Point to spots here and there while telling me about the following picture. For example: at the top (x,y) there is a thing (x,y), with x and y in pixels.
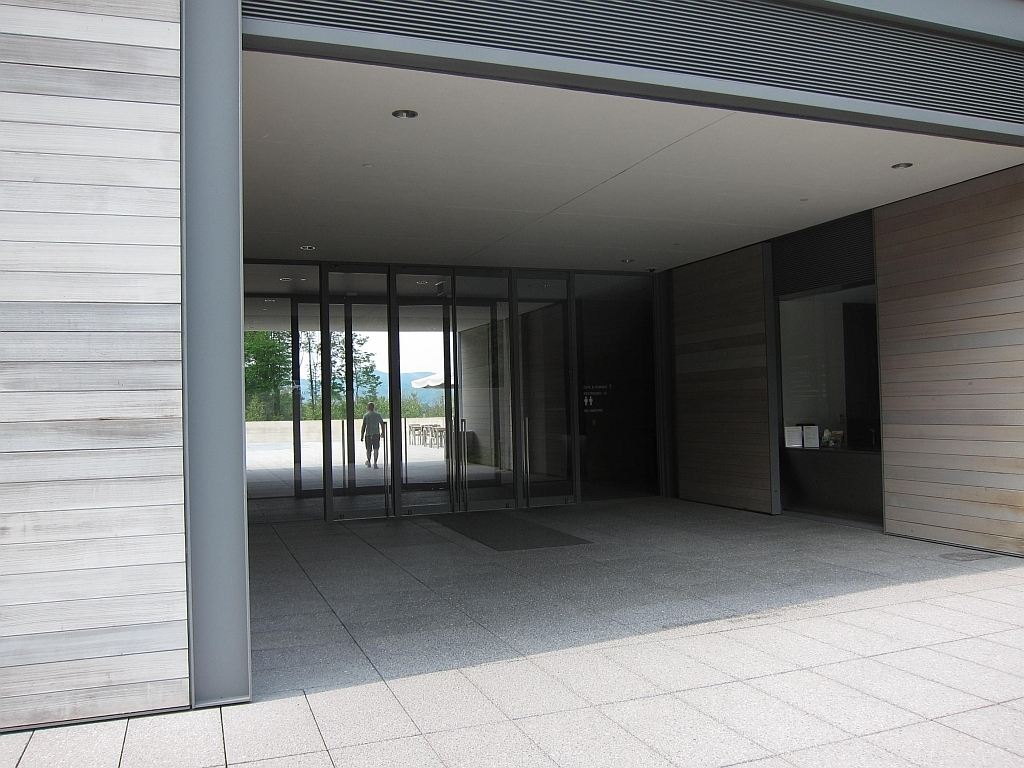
In this image there is a glass door (431,401) in middle of this image (464,423) and there is one person (379,423) standing at outside to this door (398,440) and there are some trees (333,379) in the background (345,383). there is a wall (164,432) on the left side of this image (82,382) and right side of this image (769,374) as well. There is a floor (554,641) in the bottom of this image (573,715).
